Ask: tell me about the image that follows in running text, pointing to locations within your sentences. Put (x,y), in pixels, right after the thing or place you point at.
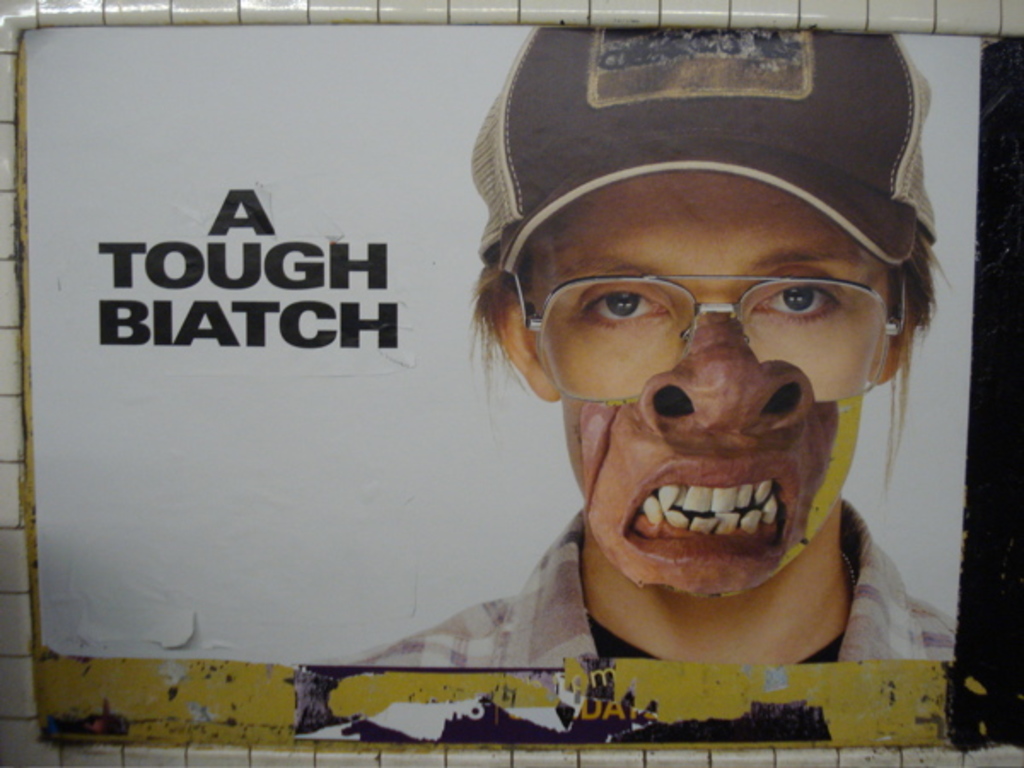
This is the poster where we can see a human image (553,613) and some text (191,295).
